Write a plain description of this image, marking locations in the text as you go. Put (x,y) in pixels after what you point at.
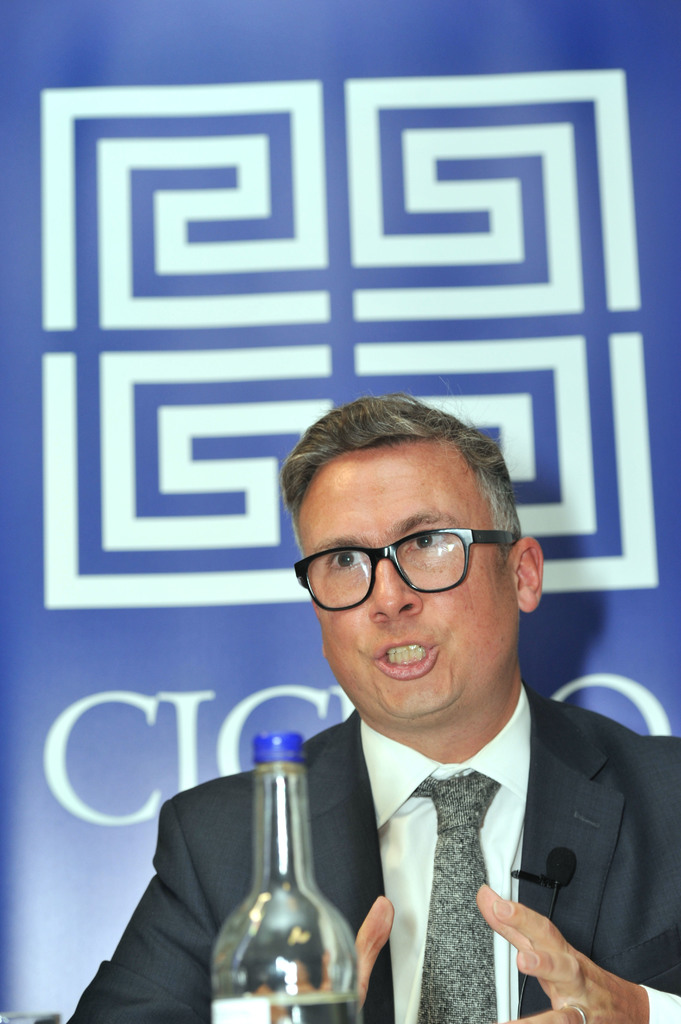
In the center of the image (353,626) there is a man (453,830) sitting and talking. He is wearing glasses (414,589). There is a bottle (254,794) before him. In the background (324,302) there is a board (383,211).
